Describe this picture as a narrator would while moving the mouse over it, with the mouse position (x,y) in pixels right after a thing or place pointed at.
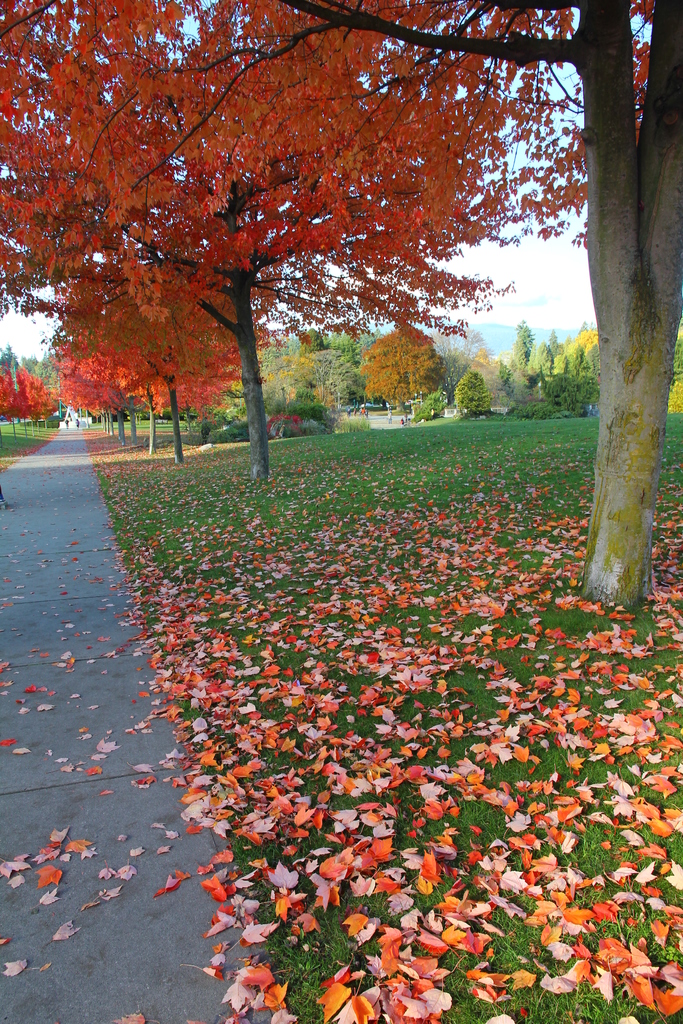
On either side of the road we can see trees (228,338) and grass (353,501). In the background (550,304) there is a sky (554,295). Here we can see dried leaves (385,885).
